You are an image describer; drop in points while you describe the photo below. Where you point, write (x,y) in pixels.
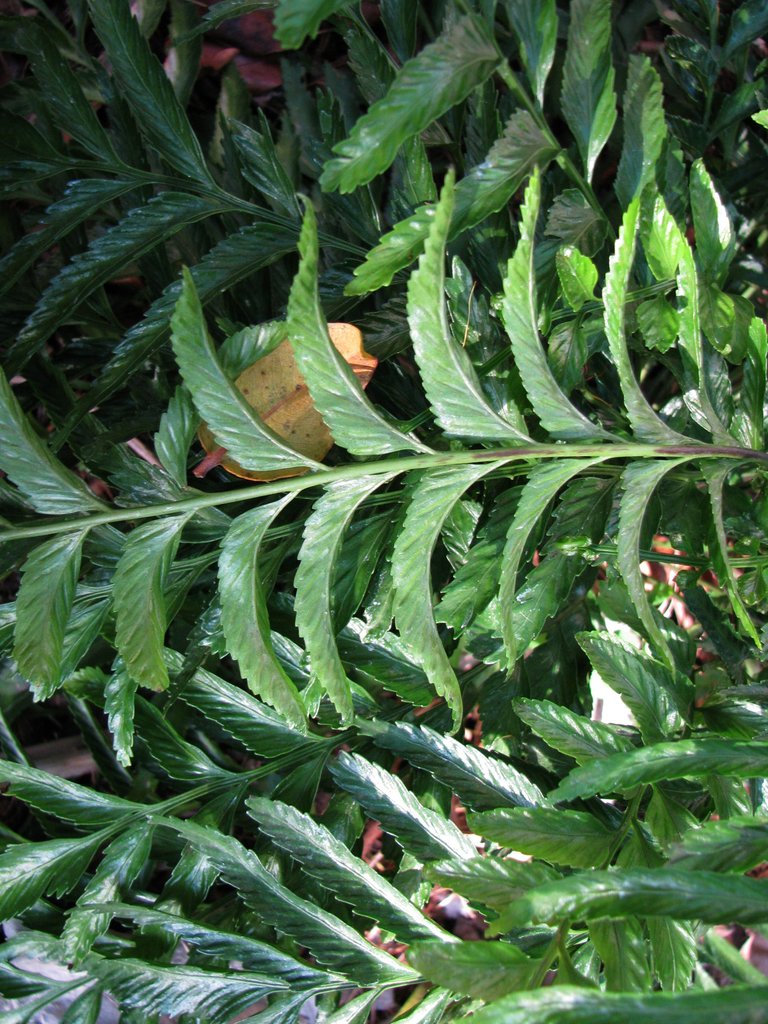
In this picture, we see a plant (481,573). In the middle of the picture (366,355), we see a yellow color leaf (305,392).
